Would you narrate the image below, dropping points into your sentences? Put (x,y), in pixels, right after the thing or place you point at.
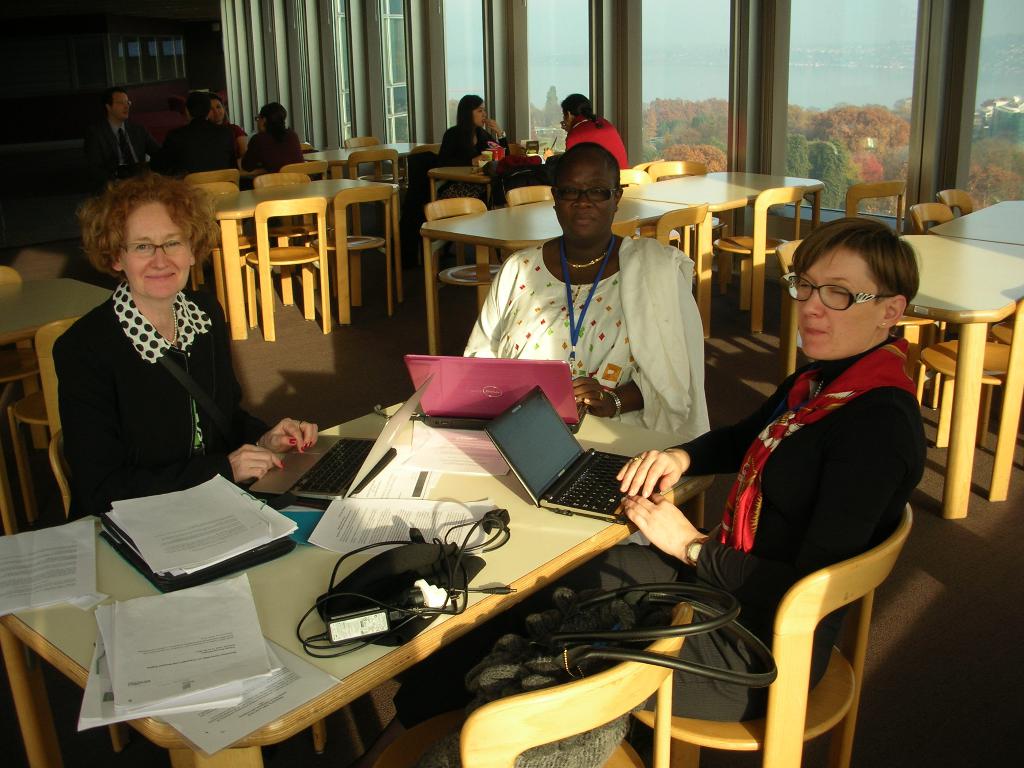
There are few people (299,422) sitting on the chair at the table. On the table (298,725) we can see laptops (546,464), books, papers (142,619) and cables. In the background (376,120) there are few people (284,134) sitting on the chair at the table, curtain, window (985,173). Through window (829,93) we can see sky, trees (888,123) and buildings (1007,122).
